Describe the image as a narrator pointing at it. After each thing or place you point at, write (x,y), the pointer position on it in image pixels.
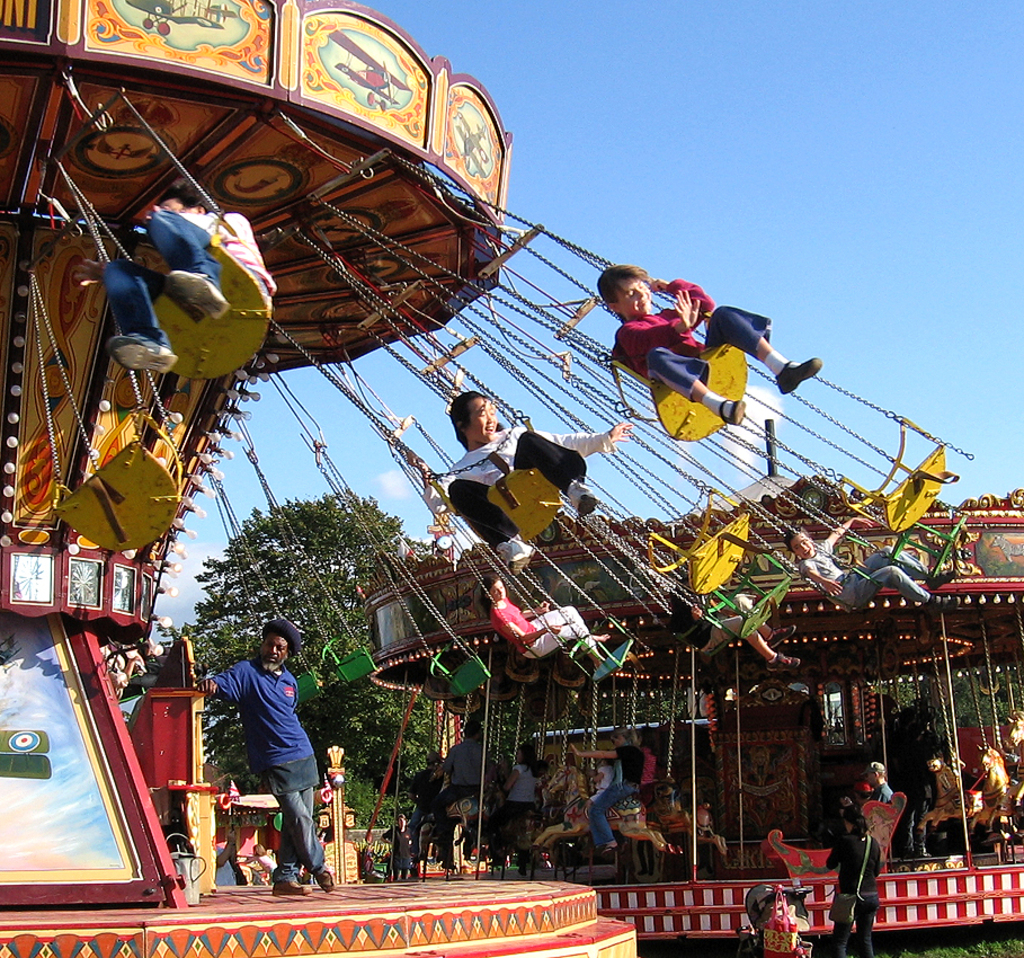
In this picture we can see some people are riding the carousel (558,784) and some people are riding the swing ride (92,452). Some people (274,722) are standing on the path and behind these items (50,593) there are trees (330,593) and a sky (713,206).
